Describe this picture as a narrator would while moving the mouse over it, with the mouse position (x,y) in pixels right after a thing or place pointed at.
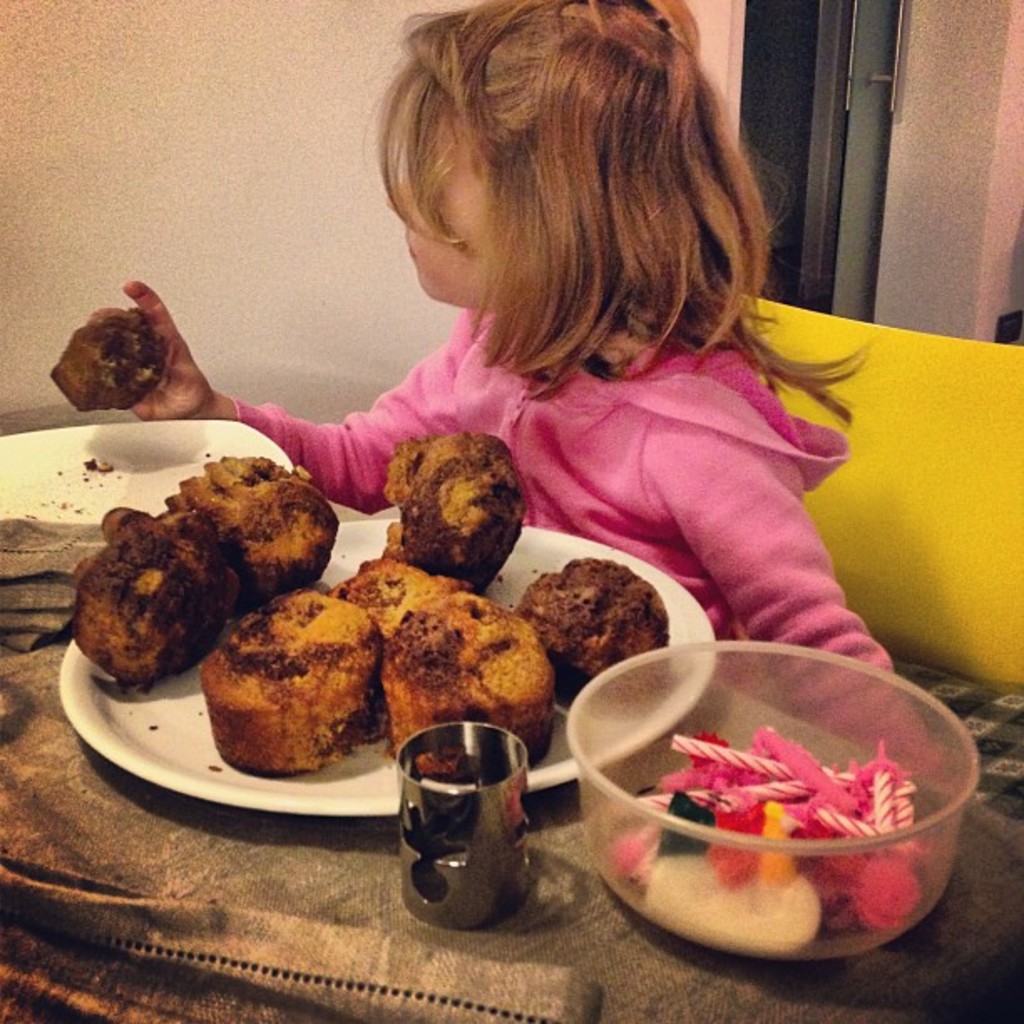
In the center of the image (550,417) there is a girl (585,413) holding a cake (148,354) in her hand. In front of her there is a table (68,545) on which there is a plate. There are food items (320,629) in a plate (556,726). There is a bowl (641,806). In the background of the image (254,191) there is a wall (210,110). There is a door (881,1). There is a yellow color chair (905,492). At the bottom of the image (355,966) there is a cloth (273,962).
